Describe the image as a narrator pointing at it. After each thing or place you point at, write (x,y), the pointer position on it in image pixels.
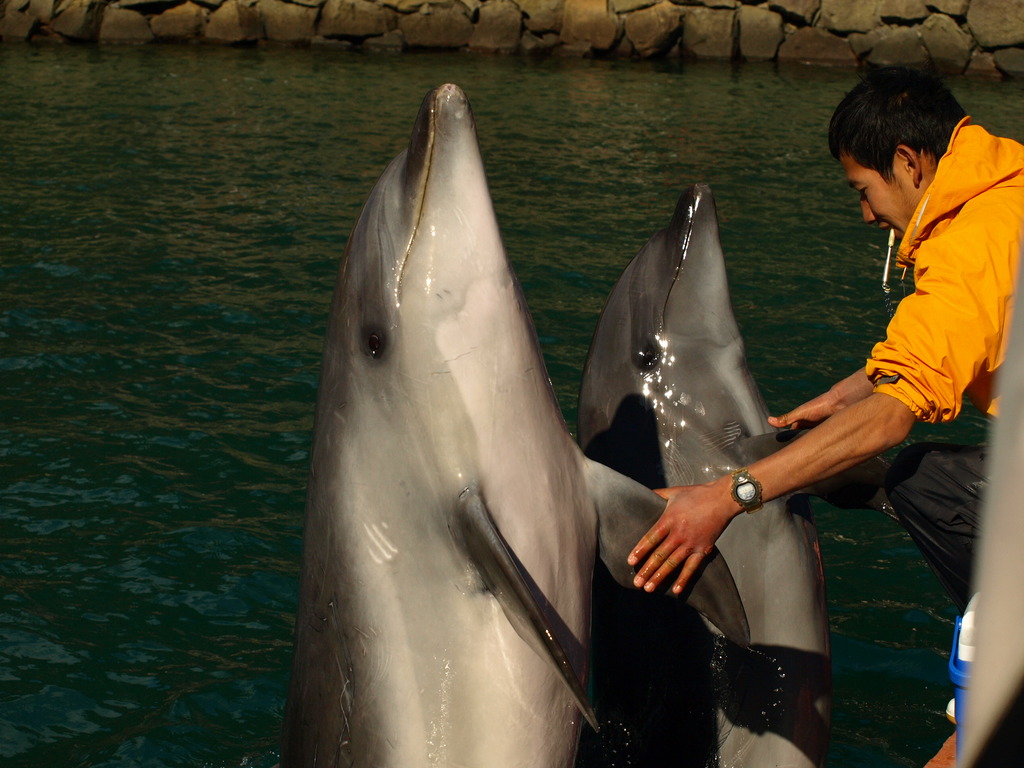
In the image we can see there is a person (891,344) who is holding dolphins (629,523) and there is a water (169,310) over here.
